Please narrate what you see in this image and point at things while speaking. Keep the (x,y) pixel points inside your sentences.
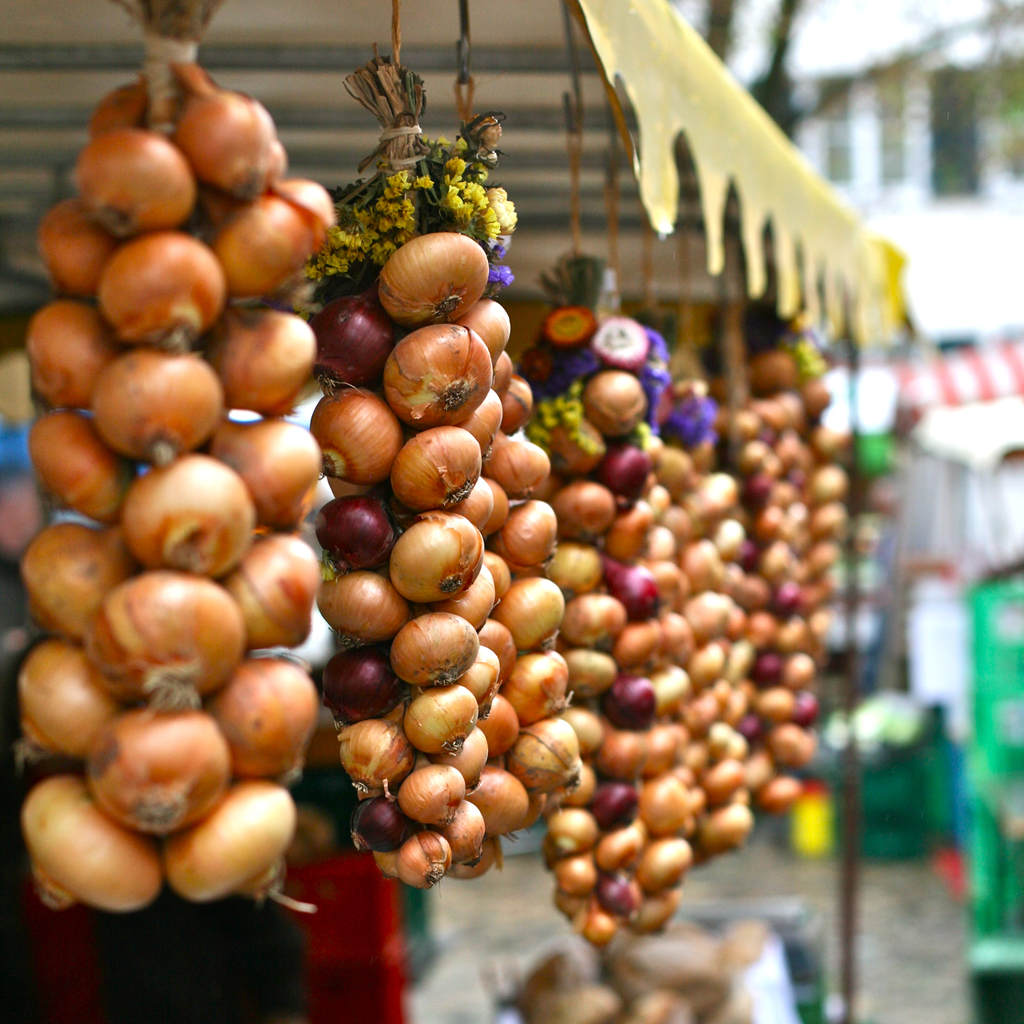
In this picture we can see a bunch of onions (395,437), pole (851,466), threads (737,308), tent (609,56) and in the background (886,583) we can see some objects (921,618) and it is blurry.
